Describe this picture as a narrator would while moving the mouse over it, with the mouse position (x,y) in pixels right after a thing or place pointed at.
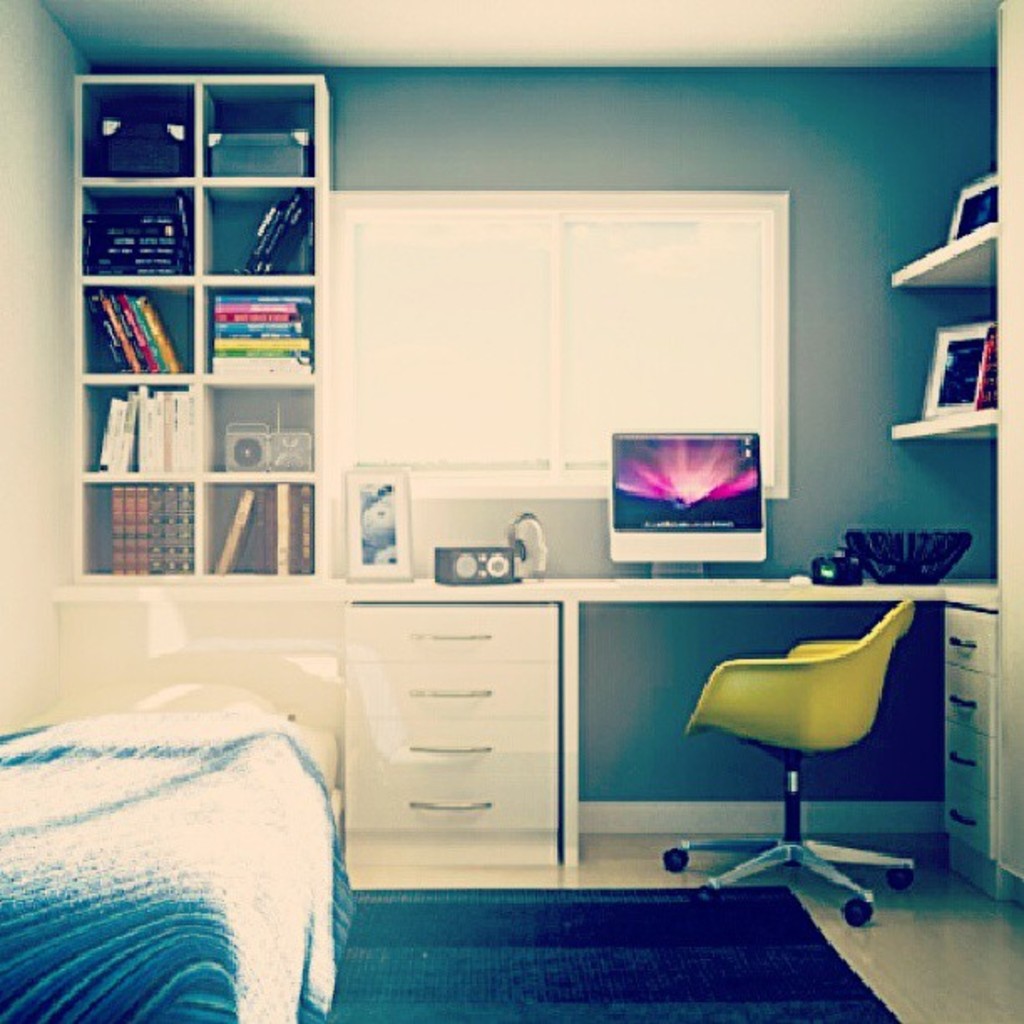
there is a room (667,886) in which there is a yellow chair (780,723). at the table (695,596) there is a white table (723,589) on which there is a computer (697,494). at the left (200,434) there is a shelf (112,367) in which there are books (143,272) and boxes (224,155). at the center (619,361) there is a window (551,353). at the right (971,257) there is a shelf (971,257). there is a bed (196,938) in the left (34,898) front.
